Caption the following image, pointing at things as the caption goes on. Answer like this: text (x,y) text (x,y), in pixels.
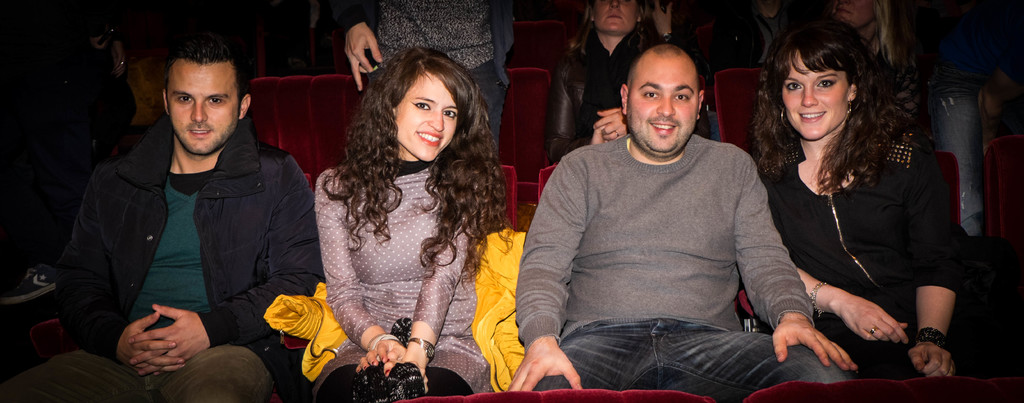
This is an image clicked in the dark. Here I can see four people (499,225). Two are men (246,247) and two are women (823,199). There are sitting on the chairs (751,314), smiling and giving pose for the picture. In the background (460,25) I can see some more people (608,27) are sitting on the chairs (536,125).
